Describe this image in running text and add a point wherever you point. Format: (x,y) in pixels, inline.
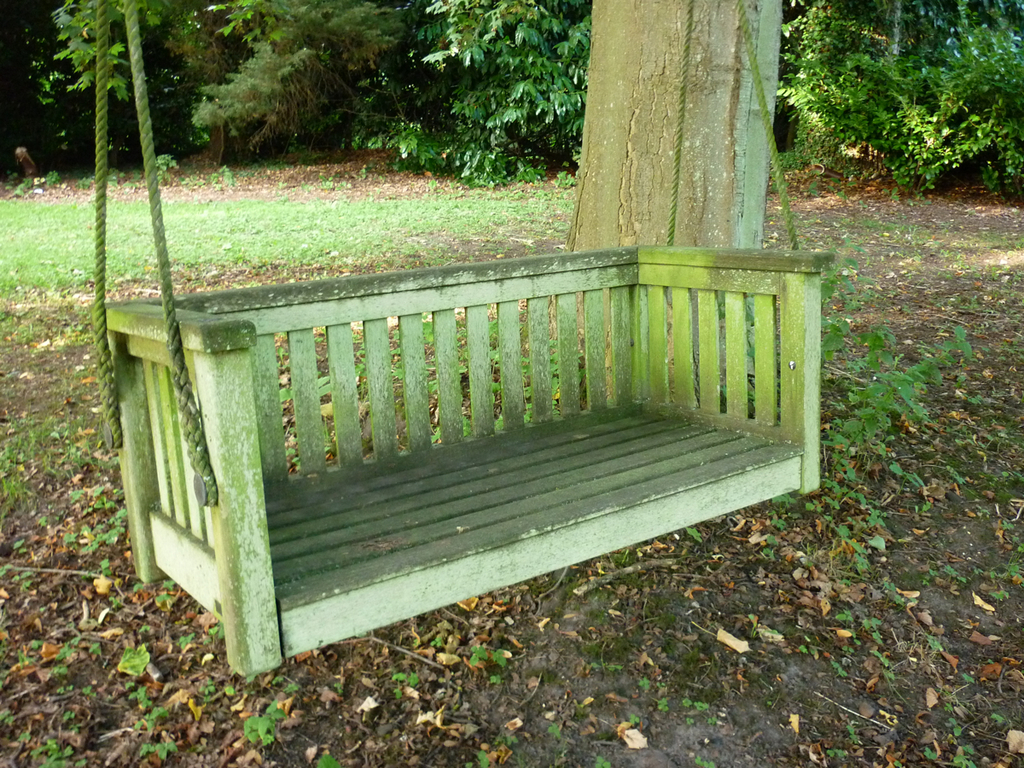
In the center of the image (479,343) there is a wooden swing (541,348). In the background of the image (441,105) there are trees (312,75). At the bottom of the image (333,707) there is ground (310,759) with leaves (441,717) and plants (280,717).
